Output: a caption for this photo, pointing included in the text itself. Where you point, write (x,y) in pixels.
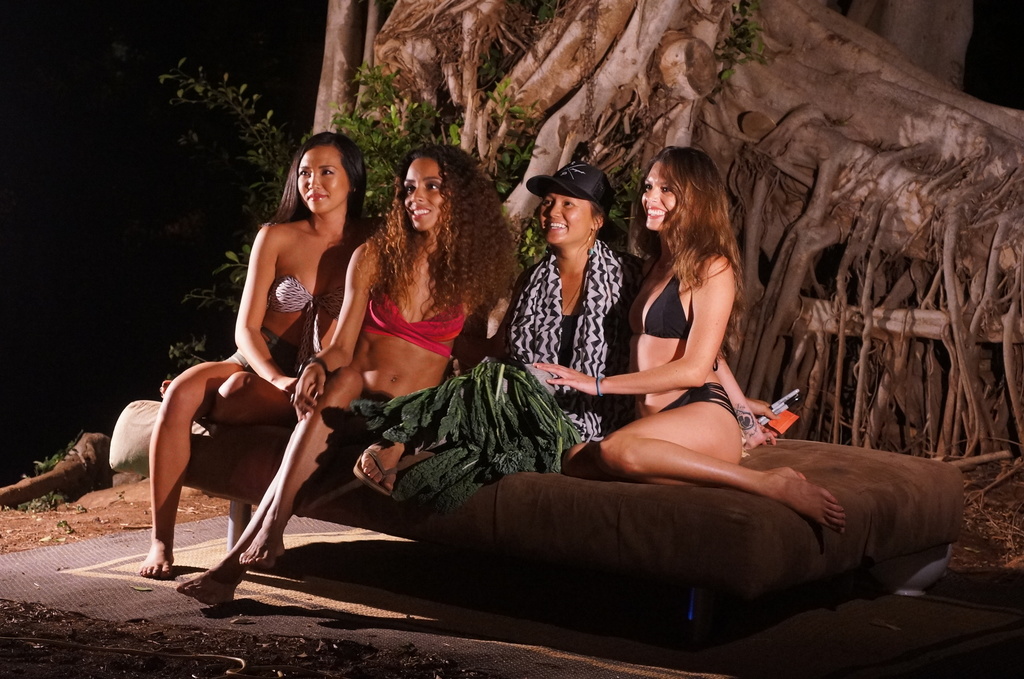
In this picture I can see, few woman (469,366) seated on the bed (608,482) and i can see a woman (598,243) wore cap (582,187) on the head (596,217) and few trees (494,163) on the back (982,392).
